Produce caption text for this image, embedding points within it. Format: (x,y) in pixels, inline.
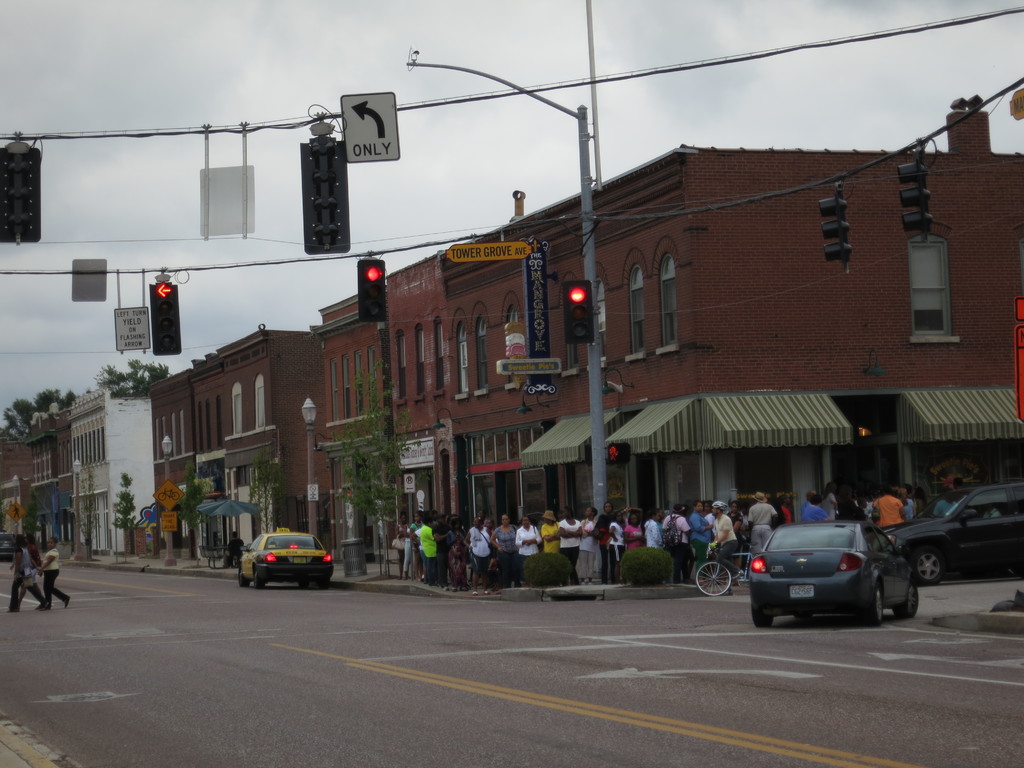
In this image we can see the buildings (103,525) and vehicles (852,581) on the road (185,580). We can see some people (603,535) standing. And we can see the traffic signals (583,315), sign boards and lights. We can see the plants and trees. At the top (400,127) we can see the sky (247,103).
